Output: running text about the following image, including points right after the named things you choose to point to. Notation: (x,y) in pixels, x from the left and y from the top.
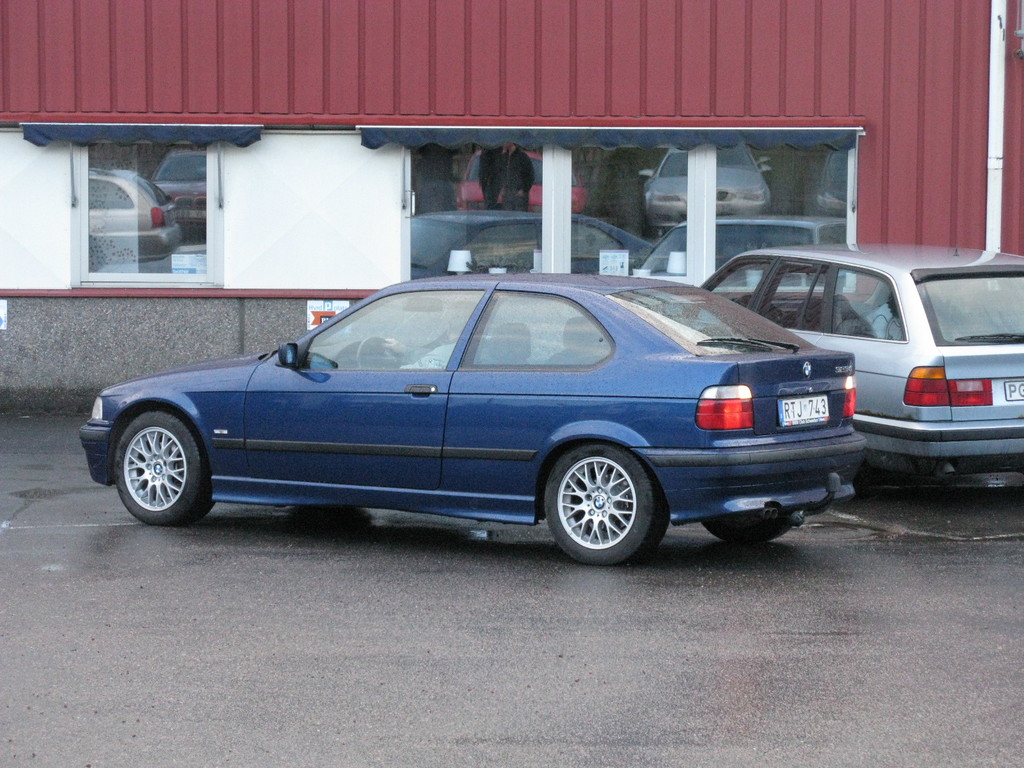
In the background (786,93) we can see the wall (834,95), a white pole (997,136) and windows (528,197). Through glass (786,207) we can see lamps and objects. On the glass (485,204) we can see the reflection (835,207) of the people (500,195) and cars (670,218). In this picture we can see the cars (893,334) on the road (70,480). We can see a board (319,319) on the wall (11,319).
